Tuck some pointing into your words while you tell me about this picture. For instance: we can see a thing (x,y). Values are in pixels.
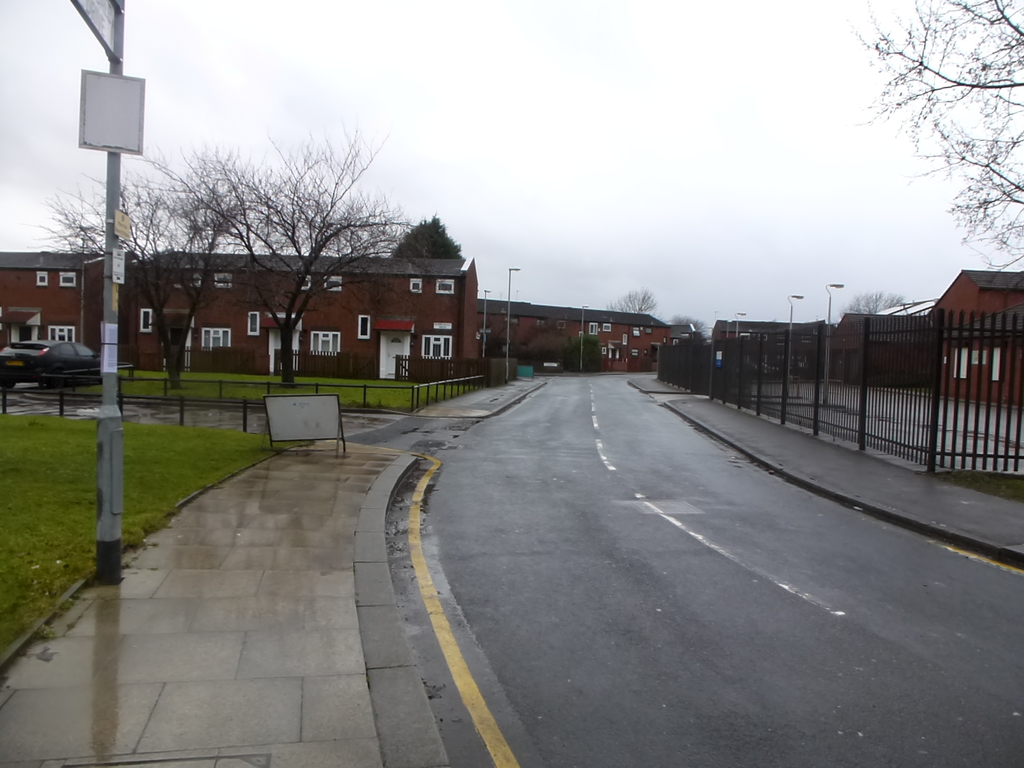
In this image we can see road (172,412), fencing (316,388), pole (115,69), cars (60,343), buildings (226,328), trees (163,316), sky (498,169) and clouds (350,122).
